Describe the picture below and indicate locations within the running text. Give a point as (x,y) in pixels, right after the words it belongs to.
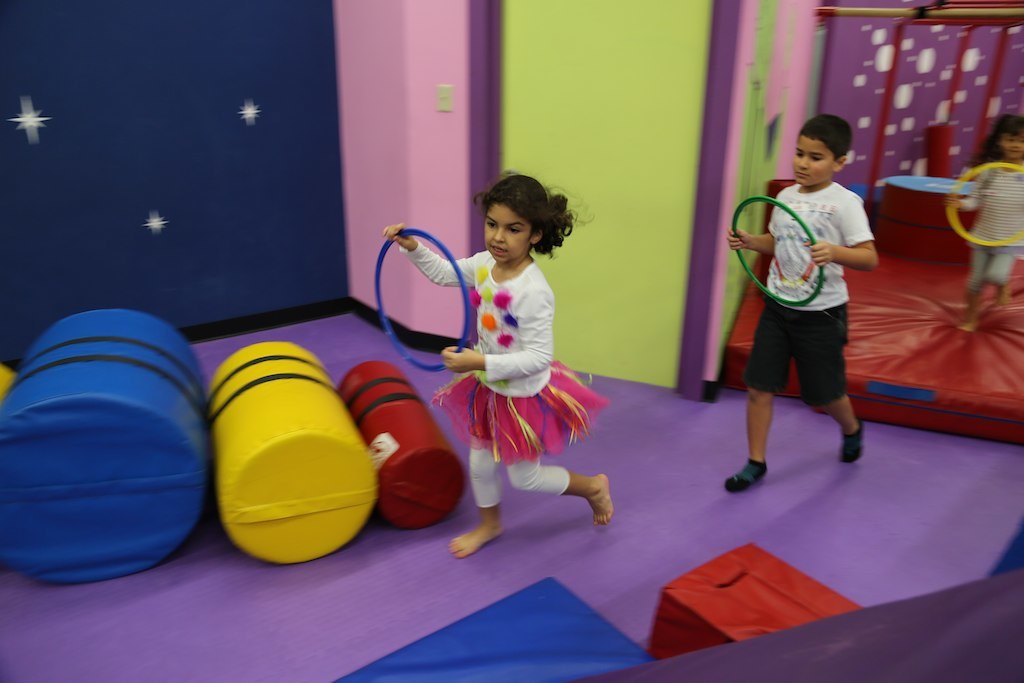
In this image I can see three people (489,307) with different color dresses (793,367). These people (520,301) are holding the blue, green and yellow color rings (985,242). To the left (175,434) I can see the some colorful objects (297,486). In the background (680,276) I can also see the colorful wall (353,145).
